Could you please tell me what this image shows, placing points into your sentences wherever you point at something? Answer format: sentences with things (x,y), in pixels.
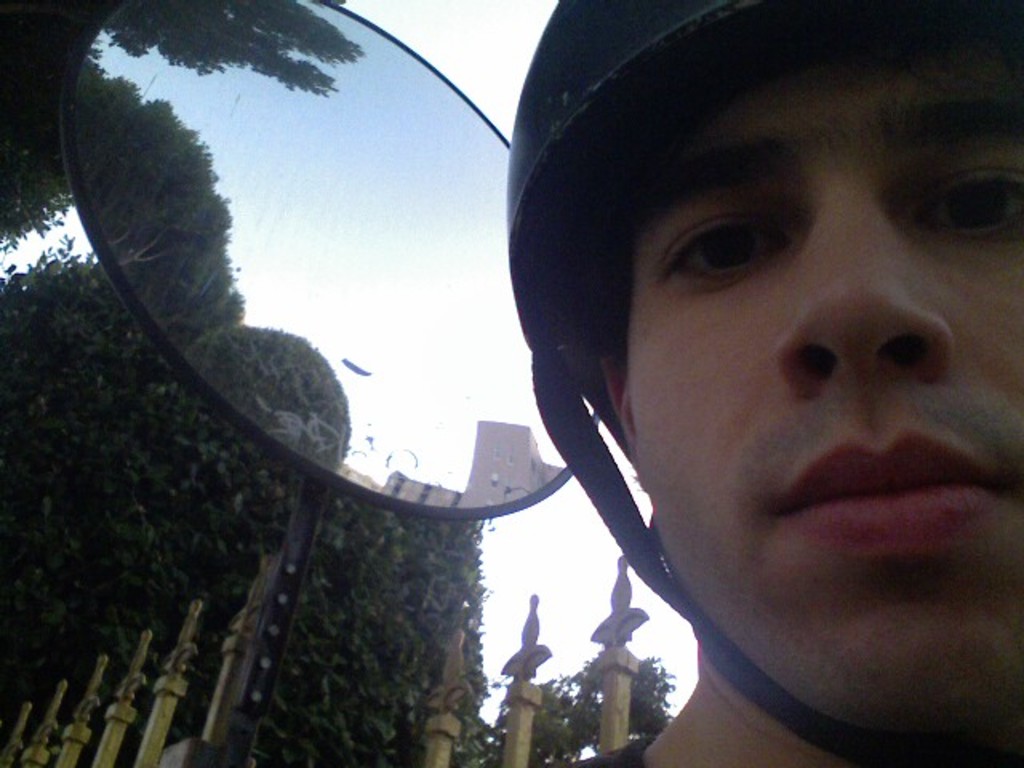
In this picture I can see a man (899,663) wore a helmet (651,150) on his head (744,137) and trees (367,552) and a metal fence (230,673) and I can see a mirror (259,232) to the pole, In the mirror reflection (415,444) I can see a building (469,481) and a cloudy Sky (374,433).
